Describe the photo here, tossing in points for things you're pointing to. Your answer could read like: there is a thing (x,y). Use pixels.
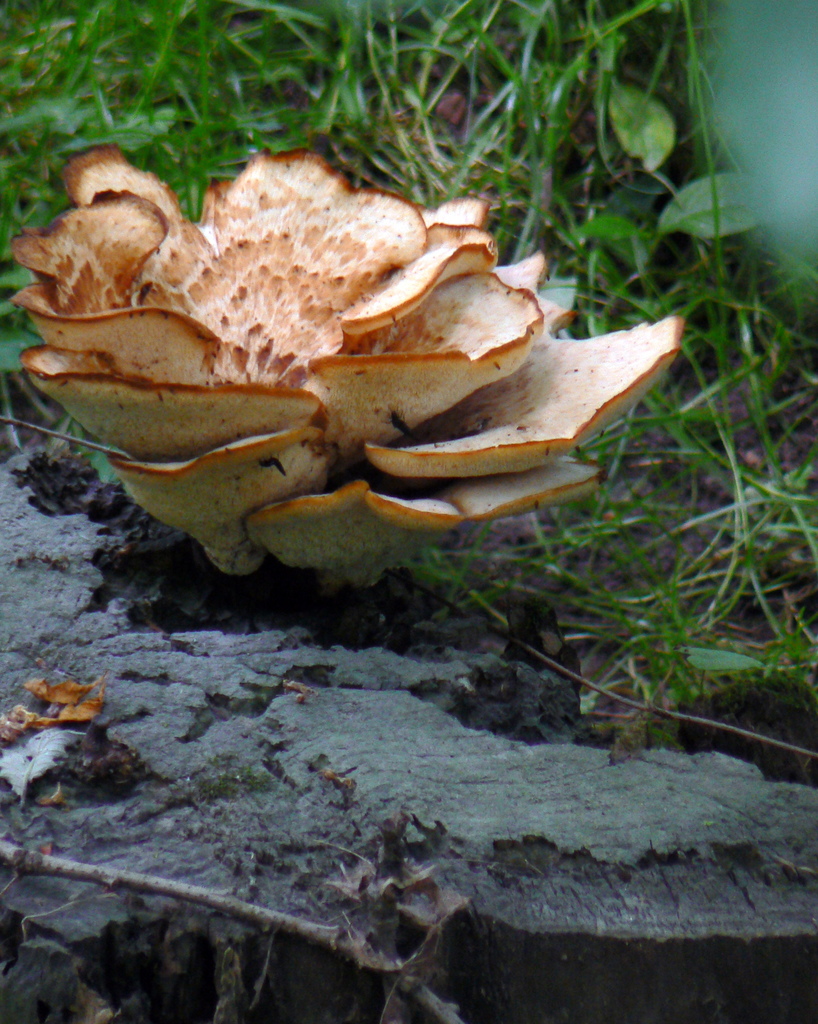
In this image there is a mushroom (204,222) on a grassland (413,190).
